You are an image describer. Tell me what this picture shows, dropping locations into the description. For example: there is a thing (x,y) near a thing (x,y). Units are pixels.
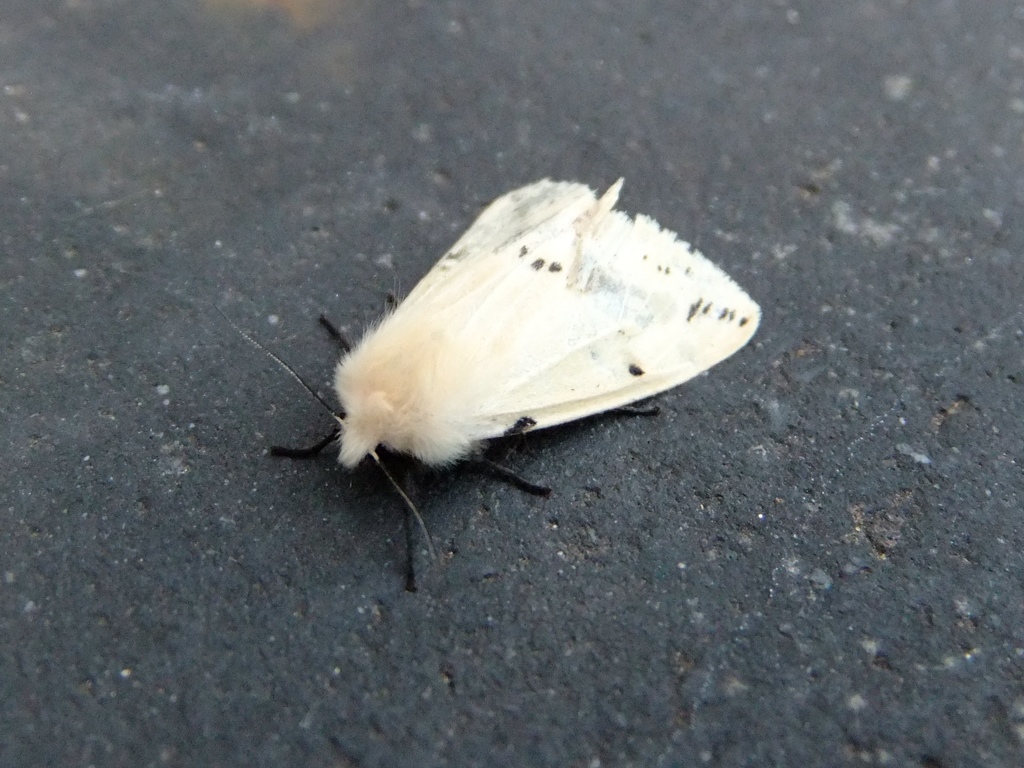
In the center of the picture (425,342) there is an insect (415,331) on a black surface (221,236).
